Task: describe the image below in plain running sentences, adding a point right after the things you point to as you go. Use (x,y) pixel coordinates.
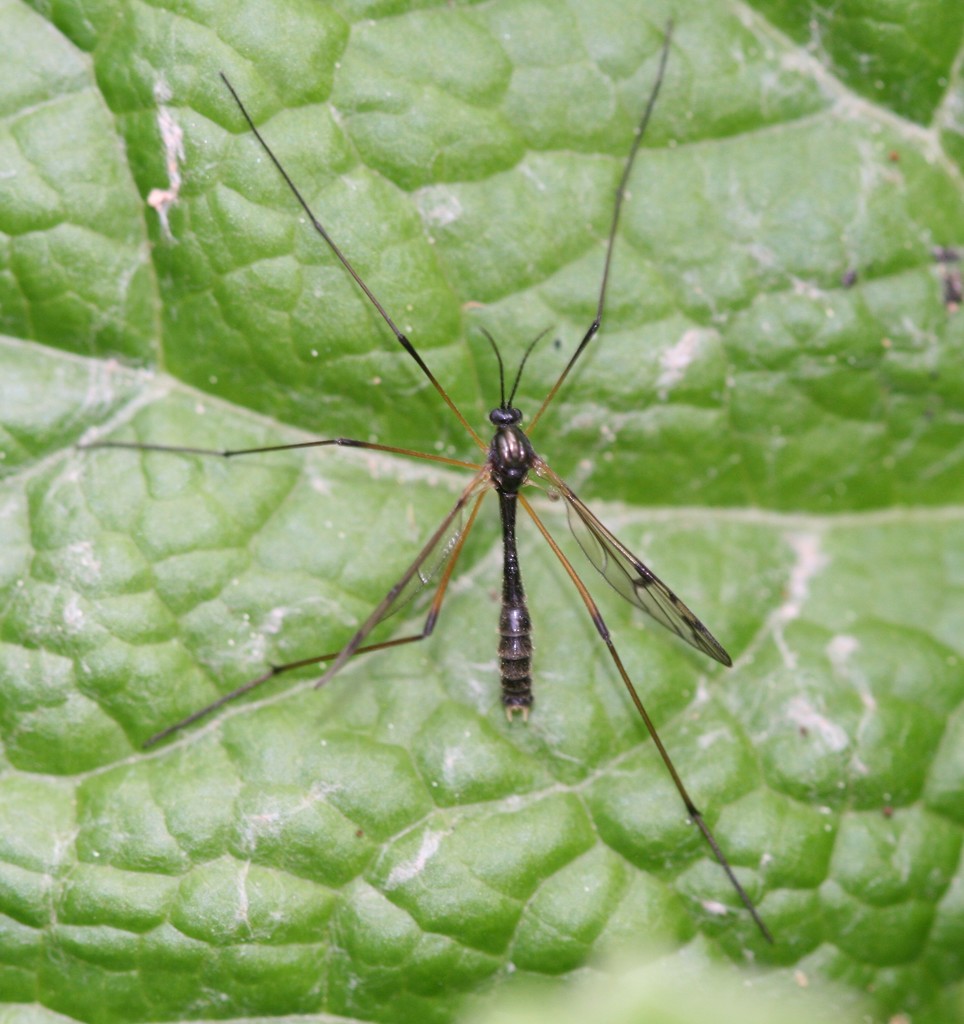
In the image we can see there is an insect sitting on the leaf (635,718).
